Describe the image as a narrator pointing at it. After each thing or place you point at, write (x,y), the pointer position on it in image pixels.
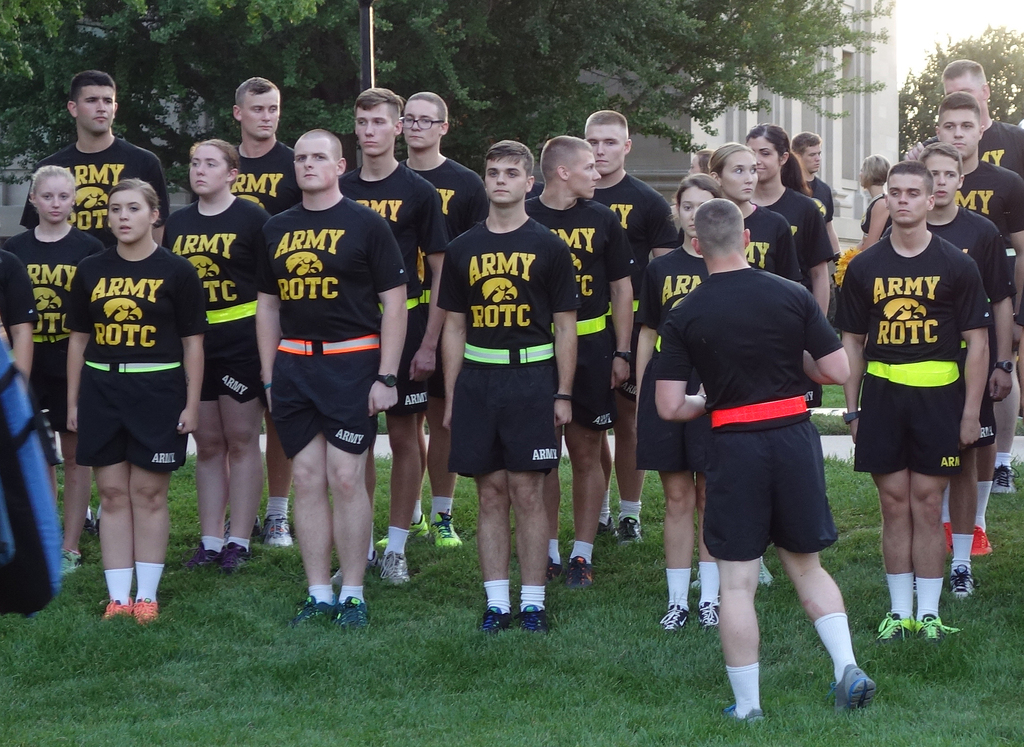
There are persons (882,211) in black color t-shirts (989,155) standing in lines on the grass (86,557) on the ground (93,570). In front of them, there is a person (781,369) in black color t-shirt (781,369) walking on the grass (780,706) on the ground (895,686). In the background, there are other persons (816,189) standing on the grass (603,707) on the ground (925,689). There are trees (166,32), white color building (740,121) and there is sky (951,27).
